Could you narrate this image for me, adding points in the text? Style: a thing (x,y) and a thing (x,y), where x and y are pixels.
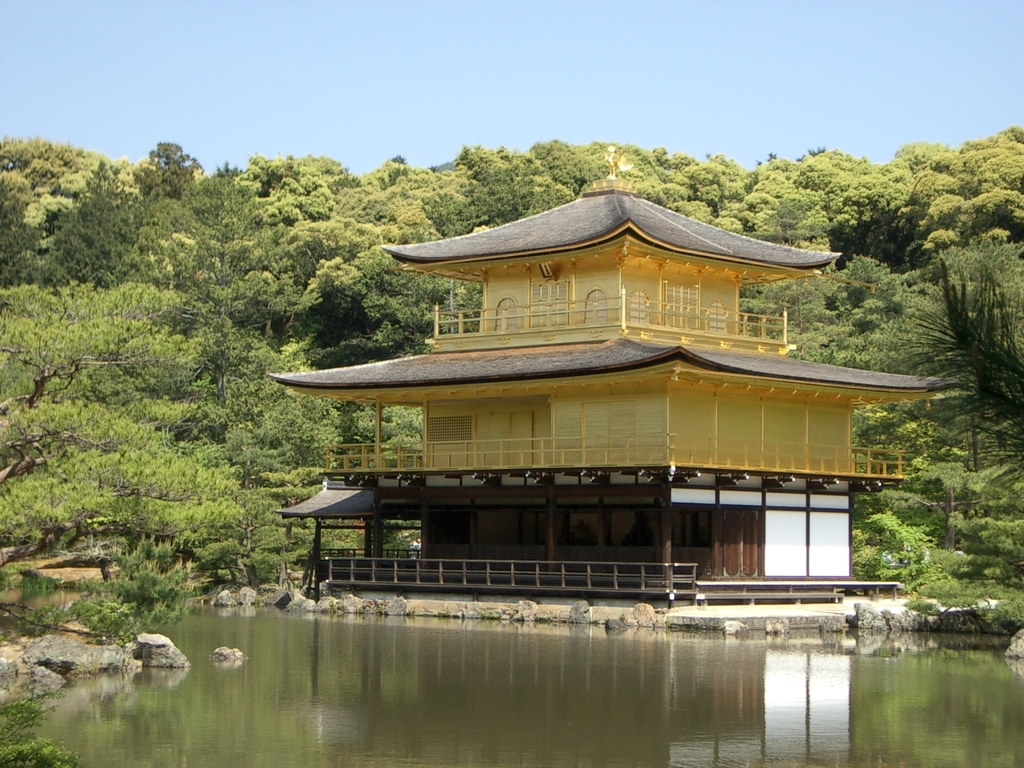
At the bottom of the image (660,632) we can see water (256,616) and stones (264,593). In the middle of the image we can see a building (327,375). Behind the building (311,393) we can see some trees (349,334). At the top of the image (316,124) we can see the sky (700,2).
